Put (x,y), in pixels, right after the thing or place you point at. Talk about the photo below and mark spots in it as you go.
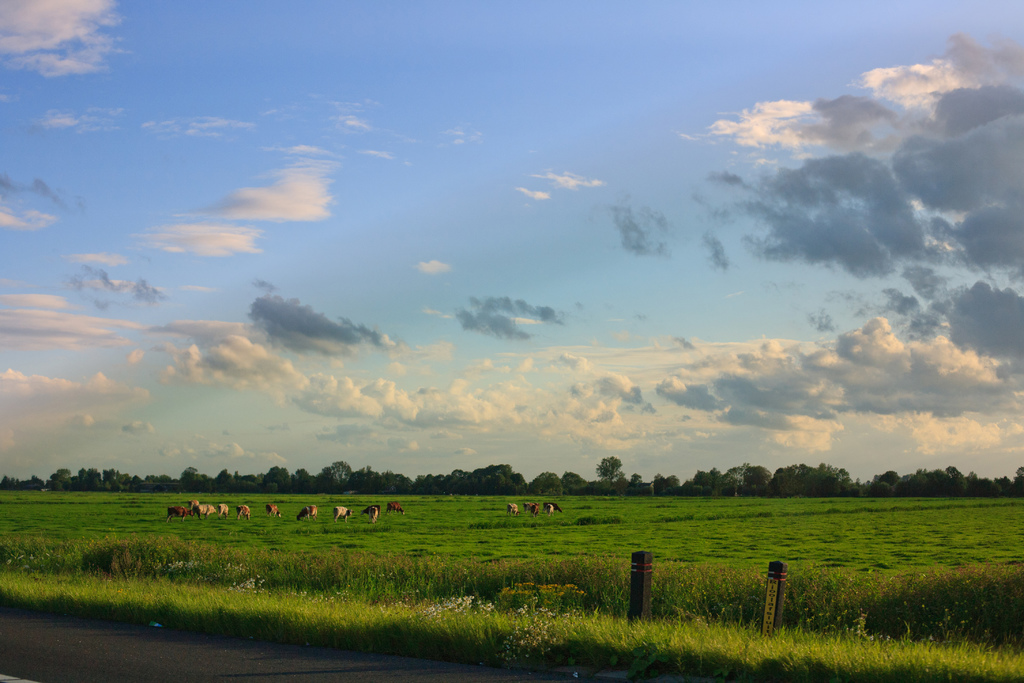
There is a road (73,657) near grass (778,673) on the ground (274,609). In the background (202,512), there are animals (279,512) eating grass (418,510) on the ground (482,514), there are trees (93,472) and there are clouds (421,387) in the blue sky (301,133).
